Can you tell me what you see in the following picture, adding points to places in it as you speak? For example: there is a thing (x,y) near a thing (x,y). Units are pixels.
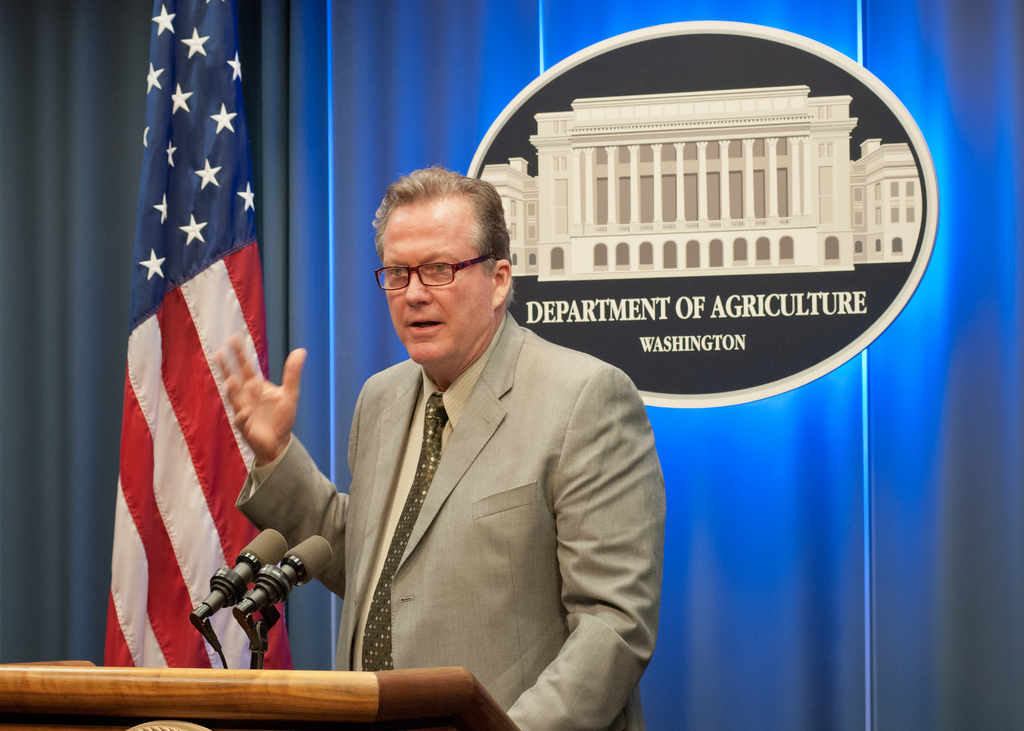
In the center of the image (568,464) there is a person (571,418) standing wearing a suit (484,627) in front of a podium (76,669). In the background of the image (183,303) there is a flag (190,243). There is a blue color curtain (259,51). There is a logo (621,175) with some text (698,305) on it.
